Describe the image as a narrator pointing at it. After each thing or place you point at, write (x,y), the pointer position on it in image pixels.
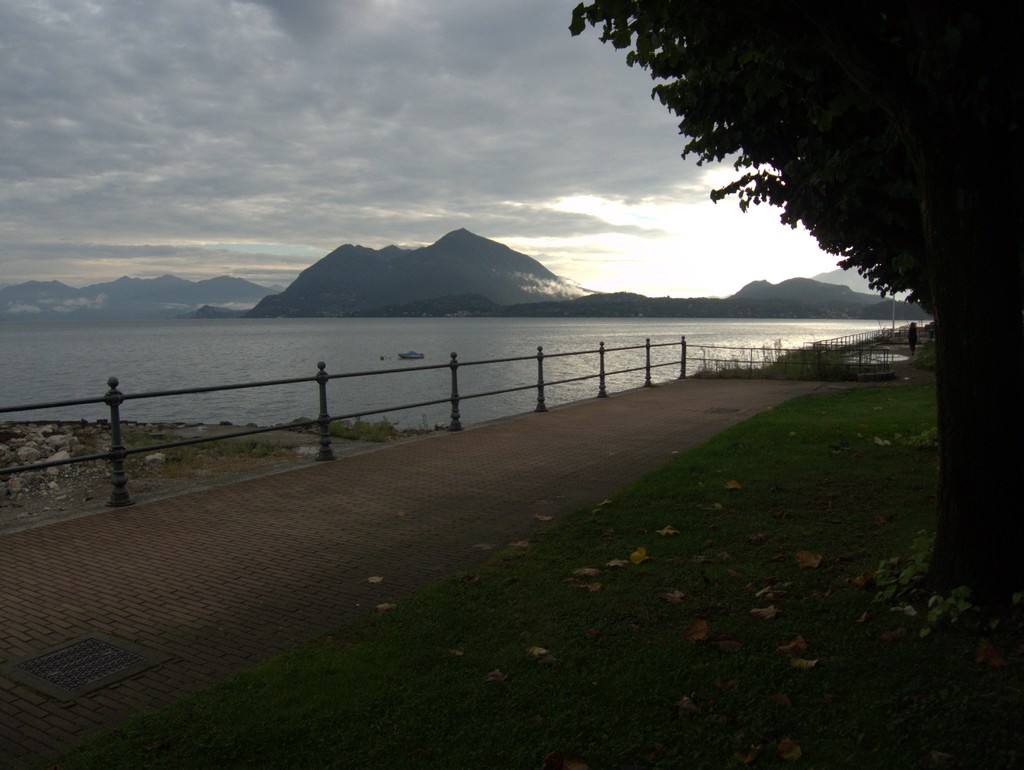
In this image there is grass (613,667), iron rods (6,471), trees (977,381), boat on the water (391,320), hills (392,282), and in the background (541,208) there is sky (368,119).
